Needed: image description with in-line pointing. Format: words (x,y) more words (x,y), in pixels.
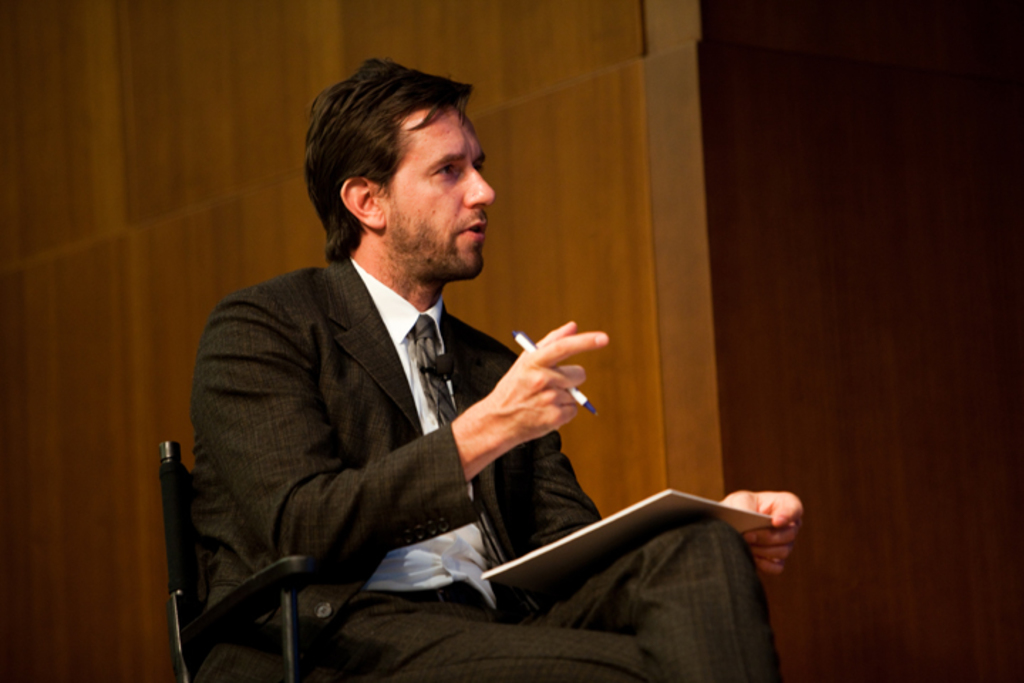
In this image there is a man (500,429) he is wearing white shirt (401,346), black coat (347,430), black pant (484,625), sitting in a chair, in his hand (542,379) there is a pad (726,515) and a pen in the background (471,42) there is a wooden wall (818,164).
